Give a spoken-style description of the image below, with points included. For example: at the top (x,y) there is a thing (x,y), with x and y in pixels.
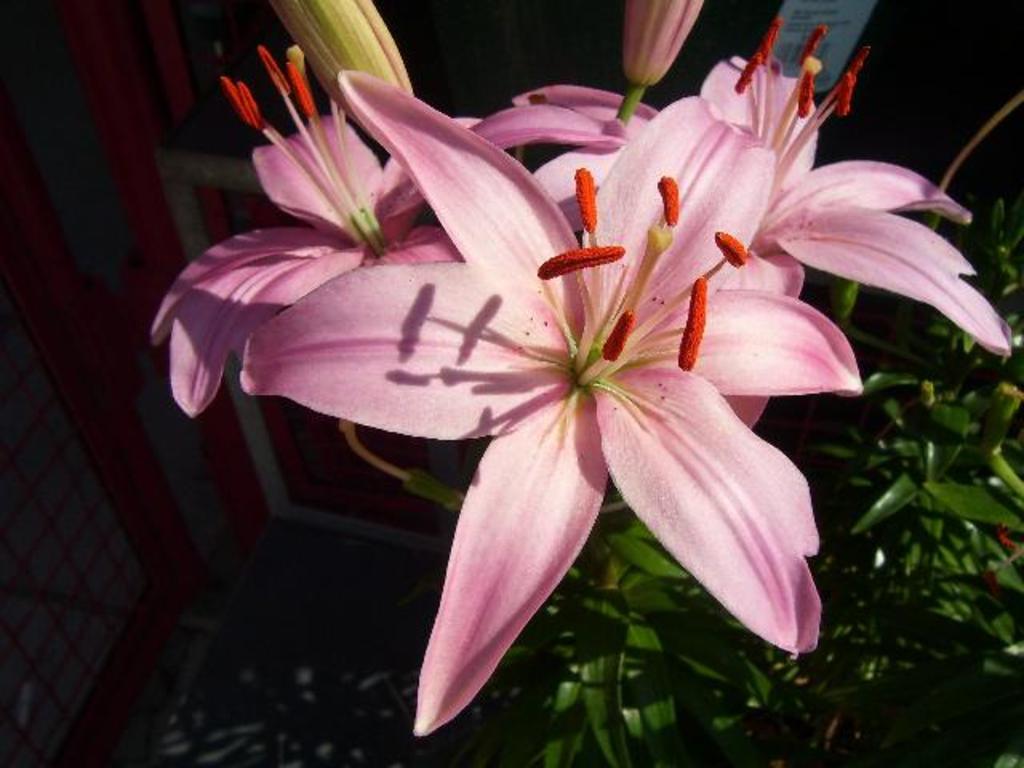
In this image I can see few flowers (474,140) in pink, orange and green color and I can also see few plants (605,711) in green color, background (36,454) I can see few glass doors (131,466).
